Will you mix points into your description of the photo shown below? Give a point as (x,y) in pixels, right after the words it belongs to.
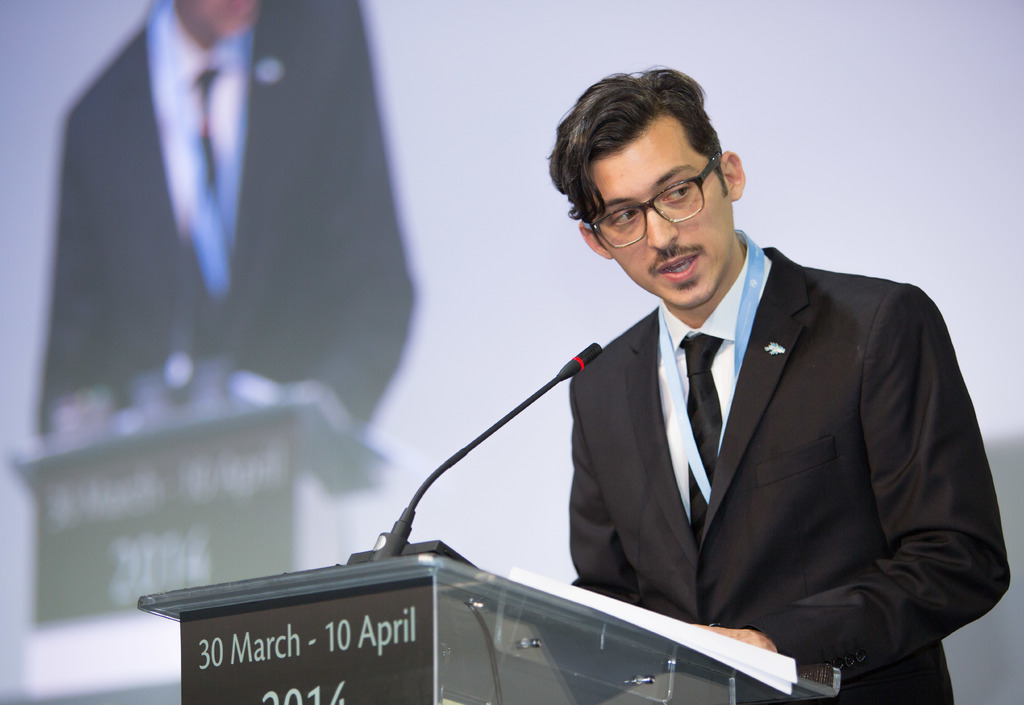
In this image there is a man (859,569) standing. In front of him there is a podium (499,663). There is a microphone (481,434) on the podium (504,632). There are dates (331,637) on the podium (308,662). Behind the man (880,663) there is a screen (344,159). There are pictures (217,292) displayed on the screen (178,427).
